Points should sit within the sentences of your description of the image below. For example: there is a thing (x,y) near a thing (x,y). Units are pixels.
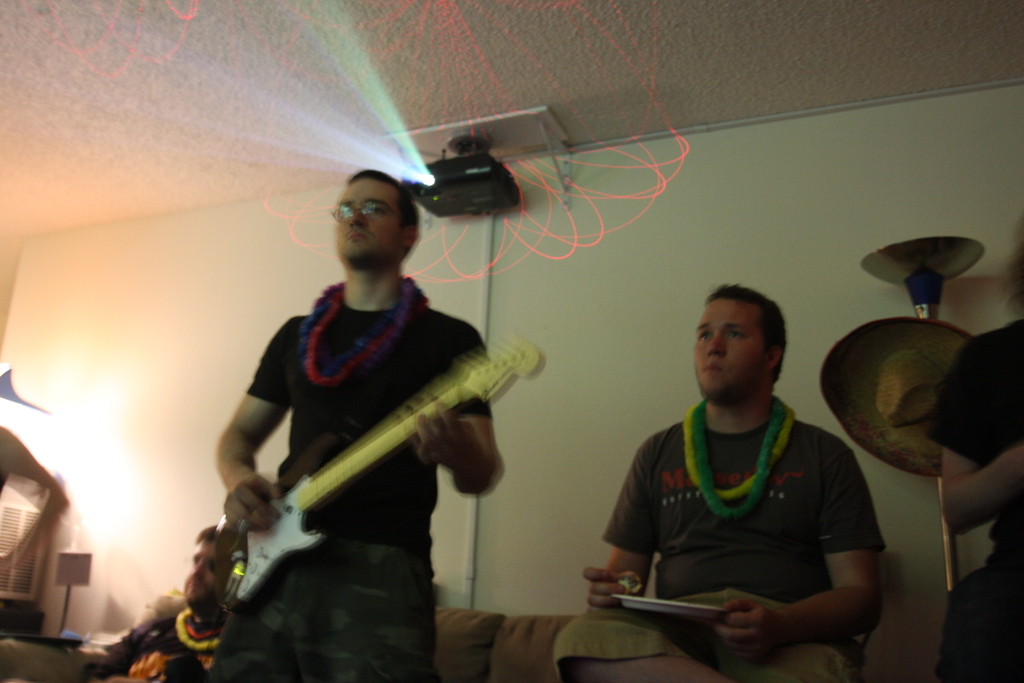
Here, there is a man (413,468) standing with a guitar (335,473) in his hand (420,421). This is wearing a t shirt (364,426) and pant (357,625). Beside him there is another man (682,592) sitting with a plate (667,609) in his hand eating something. There is some bands (705,474) around the man's neck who is sitting. In the background (519,639) we can observe a sofa (476,641) and a man (168,653) sitting in that sofa (173,612). There is a projector (451,200) to the ceiling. We can observe some laser lights (574,235) here. In the background (267,297) we can observe a wall (147,318) here and a ceiling (172,101) too.
